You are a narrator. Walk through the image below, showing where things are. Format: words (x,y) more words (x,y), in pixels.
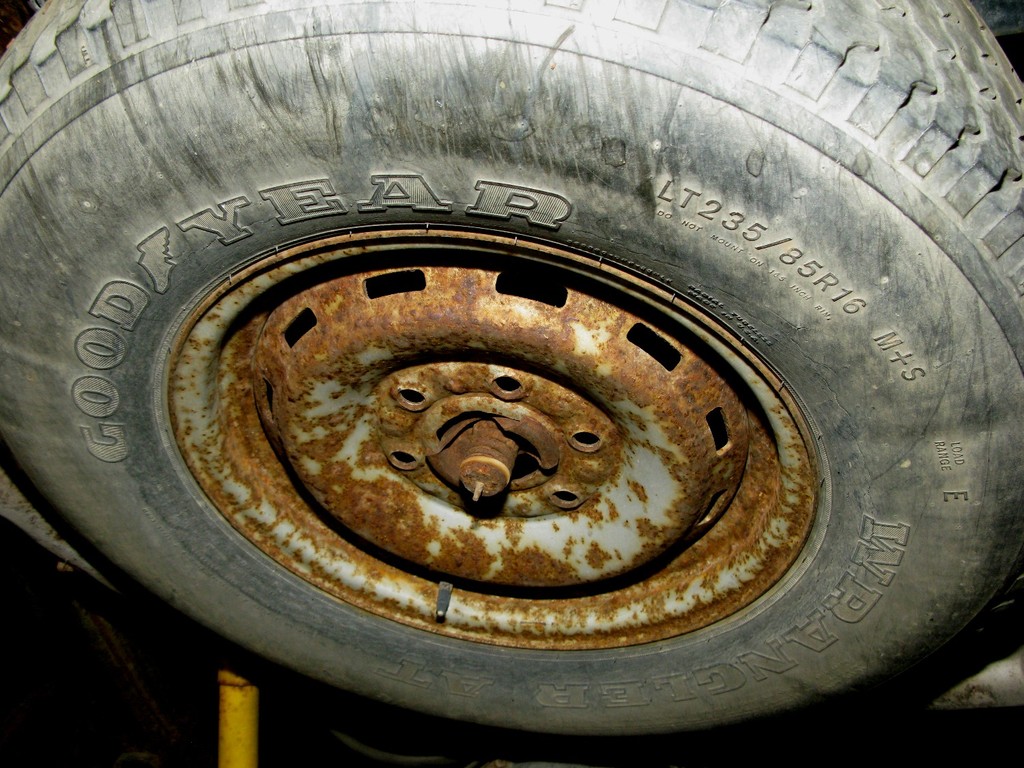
In this image in the center (492,441) there is a tyre (65,376), and on the tyre (46,383) there is a text (224,227). And at the bottom (227,717) there is a yellow color pole (225,703) and there is a dark background (14,742).
